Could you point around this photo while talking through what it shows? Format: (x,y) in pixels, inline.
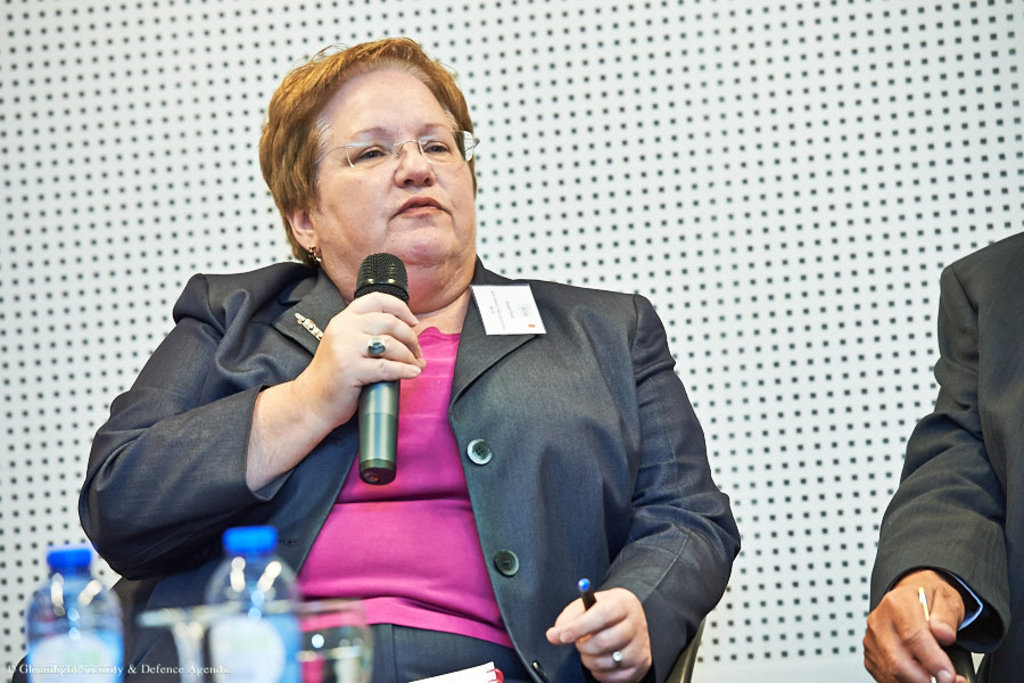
In the image there is a woman (288,407) with wearing a black suit (574,420) with a mic (394,403) in her hand (363,358) sat, in front of her there is water bottle (249,651) and glass (306,663) beside her, on the right side (923,666) there is a hand (946,640) visible.
